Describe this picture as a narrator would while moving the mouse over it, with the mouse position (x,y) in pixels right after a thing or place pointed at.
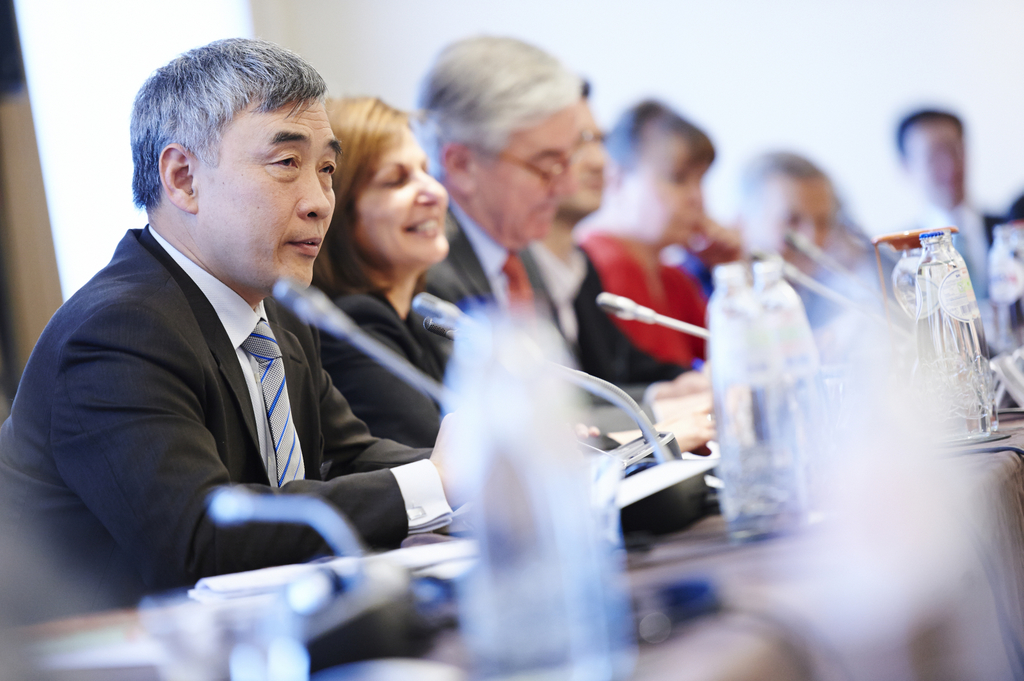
In this image I can see few people (399,175) are sitting. I can see all of them are wearing formal dress (251,437) and here I can see few bottles (490,595) and few mics (217,503). I can also see this image is little bit blurry.
